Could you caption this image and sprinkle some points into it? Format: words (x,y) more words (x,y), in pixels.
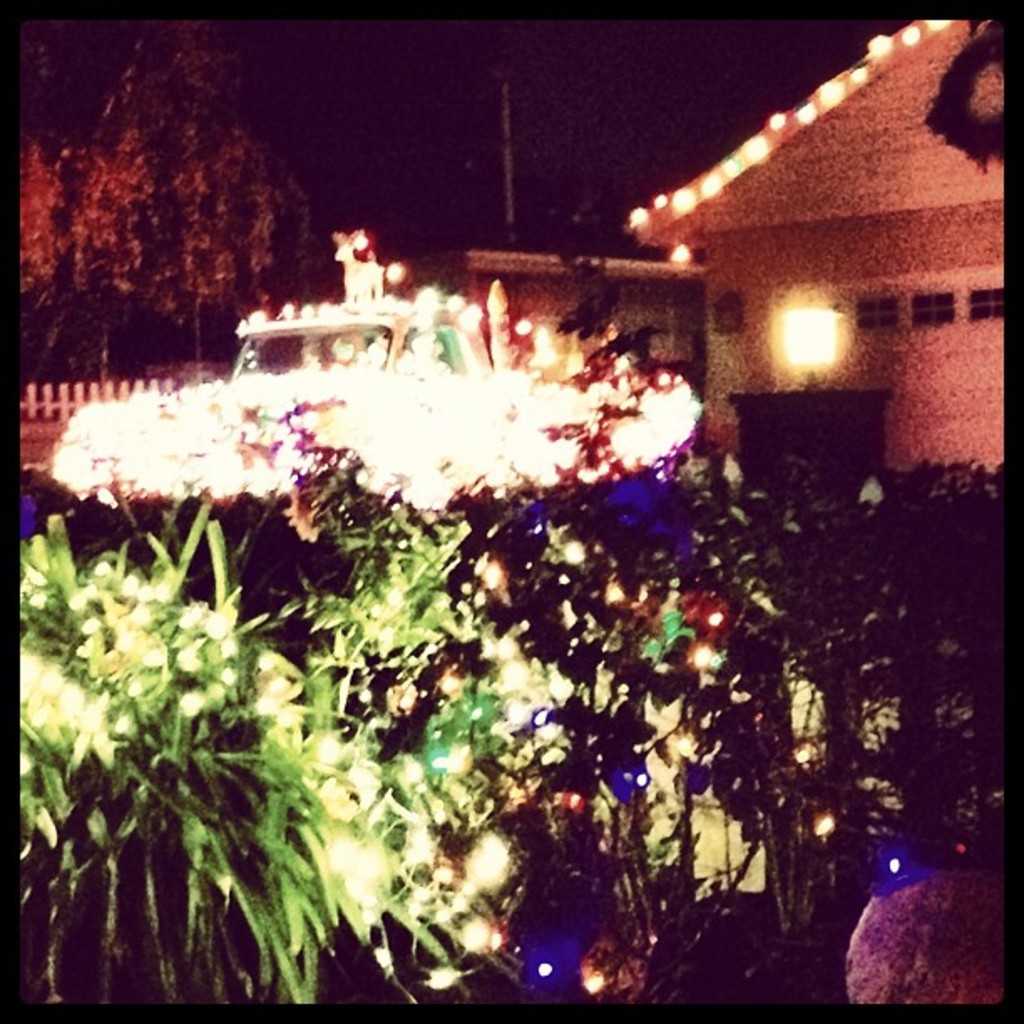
This picture is captured during a night time. In this picture we can see trees (272,159), house (904,270), lights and plants (463,715).
